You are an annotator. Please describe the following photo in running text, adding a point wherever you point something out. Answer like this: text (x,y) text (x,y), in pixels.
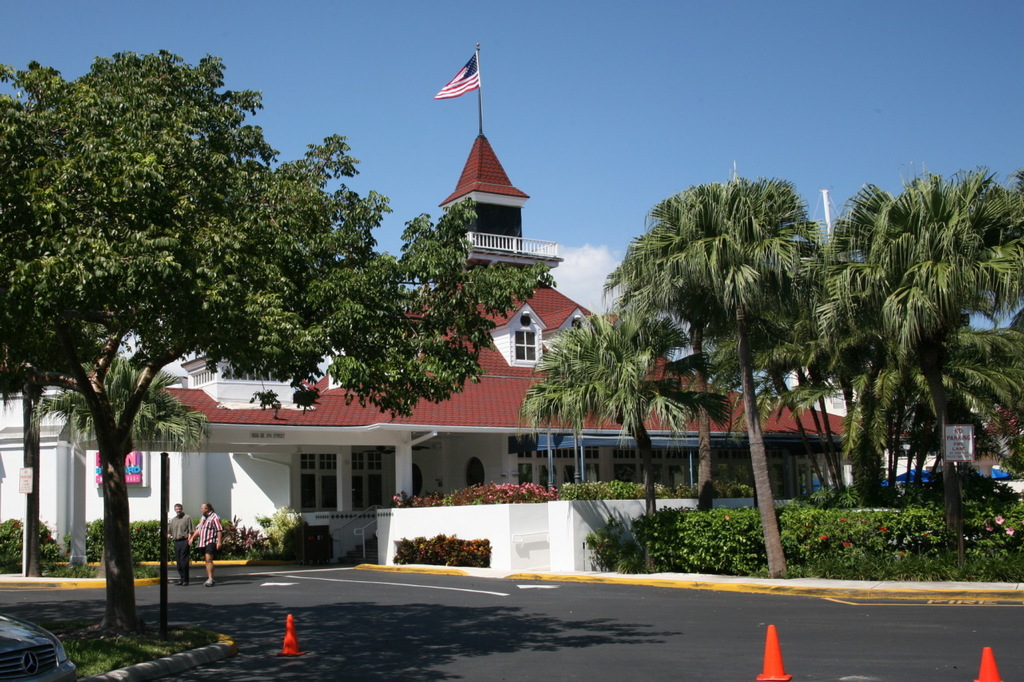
On the left side (121,331), there is a tree (108,445), a pole (166,537) and grass (121,659) on the divider (89,630). Beside this divider (171,653), there is a road (203,583), on which there are two persons (179,532). On the right side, there are two orange color poles (995,674) on the road (586,652). In the background (488,229), there are buildings (497,172). On the top of this building (482,173), there is a flag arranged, there are trees (667,242) and plants (941,565) on the ground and there are clouds (610,246) in the sky (597,133).
